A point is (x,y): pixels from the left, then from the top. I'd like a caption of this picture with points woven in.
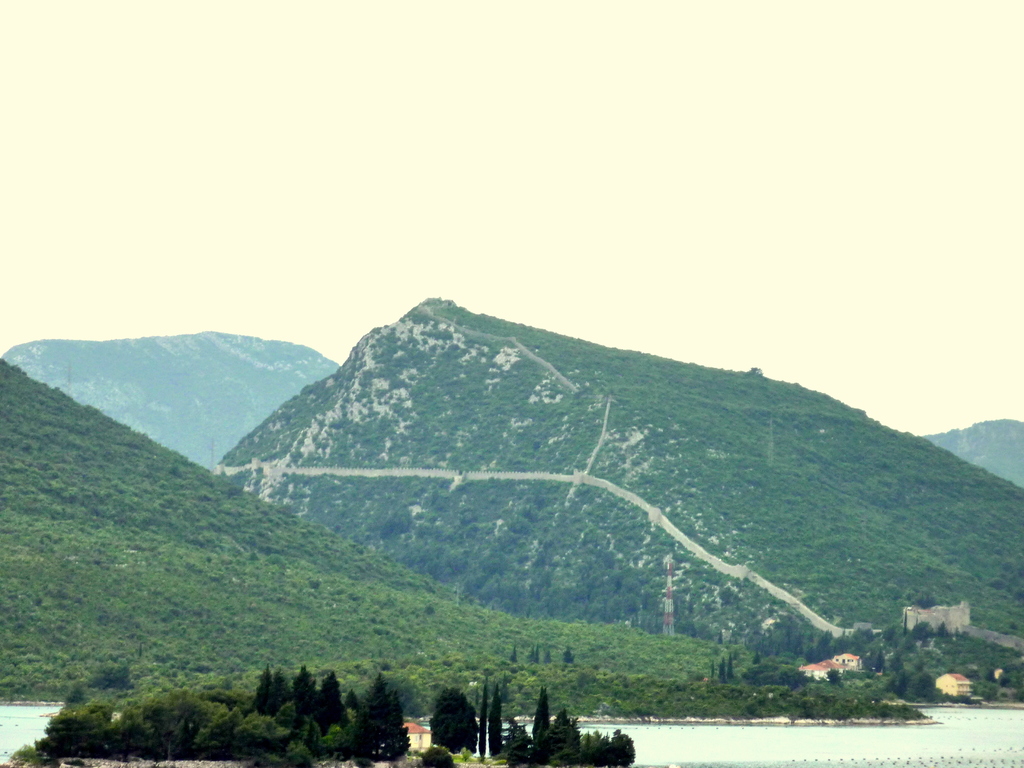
In this image there are trees (269,705), mountains (570,449), river (826,750) and the sky (655,109).
